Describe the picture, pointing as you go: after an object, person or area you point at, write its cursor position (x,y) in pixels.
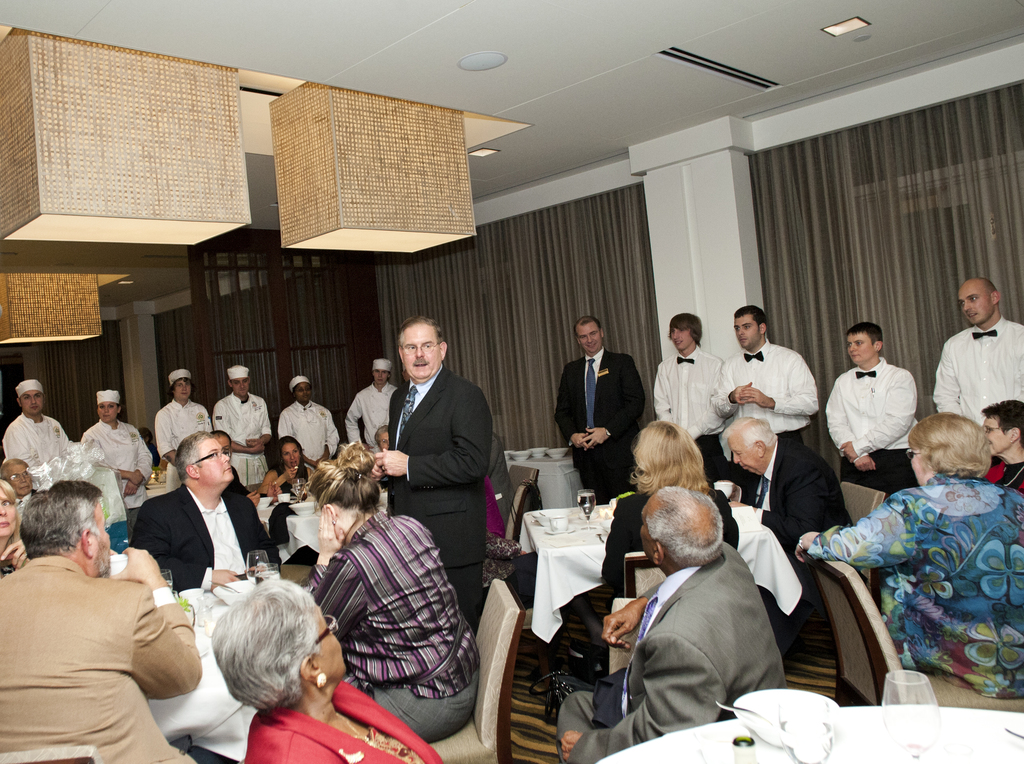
In this image, we can see a group of people (812,527) sitting on the chair (294,564) in front of the table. On the table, we can see some glasses (262,566). In the right corner (885,728), we can also see a table (687,749). On the table (687,763), we can also see white colored cloth (865,718), bowl (770,707) with spoon (752,712) and a glass (890,707). In the background (318,451), we can see a group of people (668,370) standing. In the middle of the image (599,508), we can see a table (596,588), on the table (583,581), we can see white colored cloth (550,550), two bowls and a glass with some drink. In the background (680,289), we can see curtains (620,305), wall (754,294). At the top (589,1), we can see a roof (589,1) with few lights (450,170).
